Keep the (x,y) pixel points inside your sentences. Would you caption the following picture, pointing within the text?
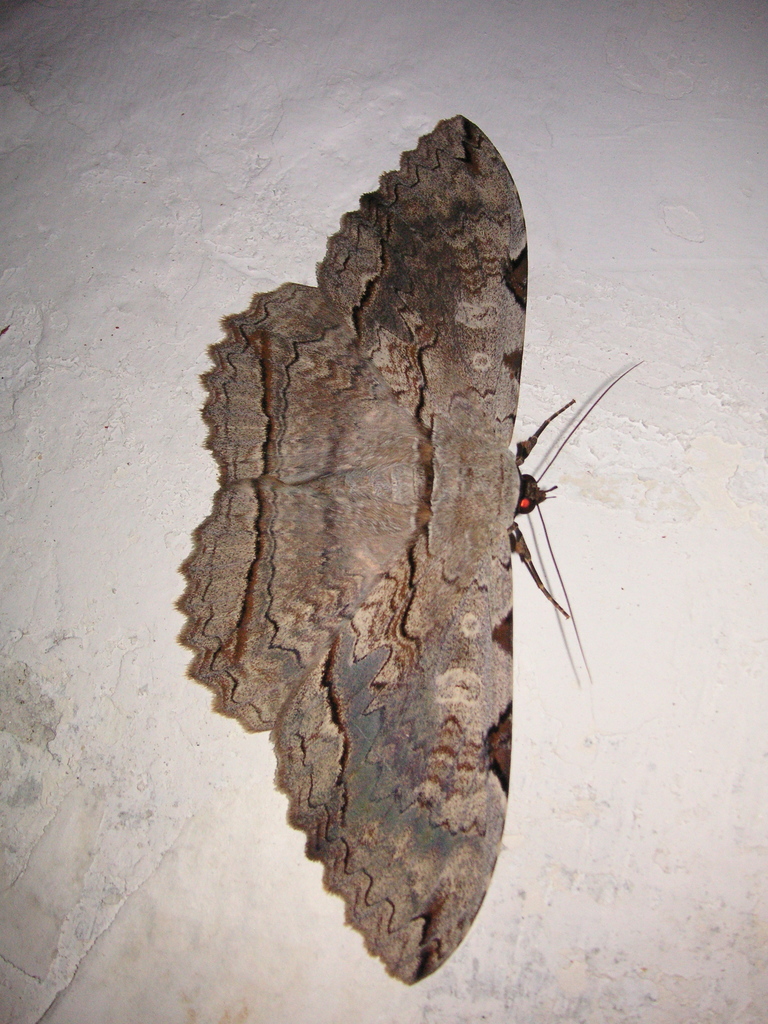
In this picture I can see there is an insect (385,440) and it has wings (370,506), legs (521,460), head (521,486) and body (473,452). In the backdrop (527,1008) there is a wall (491,966).
